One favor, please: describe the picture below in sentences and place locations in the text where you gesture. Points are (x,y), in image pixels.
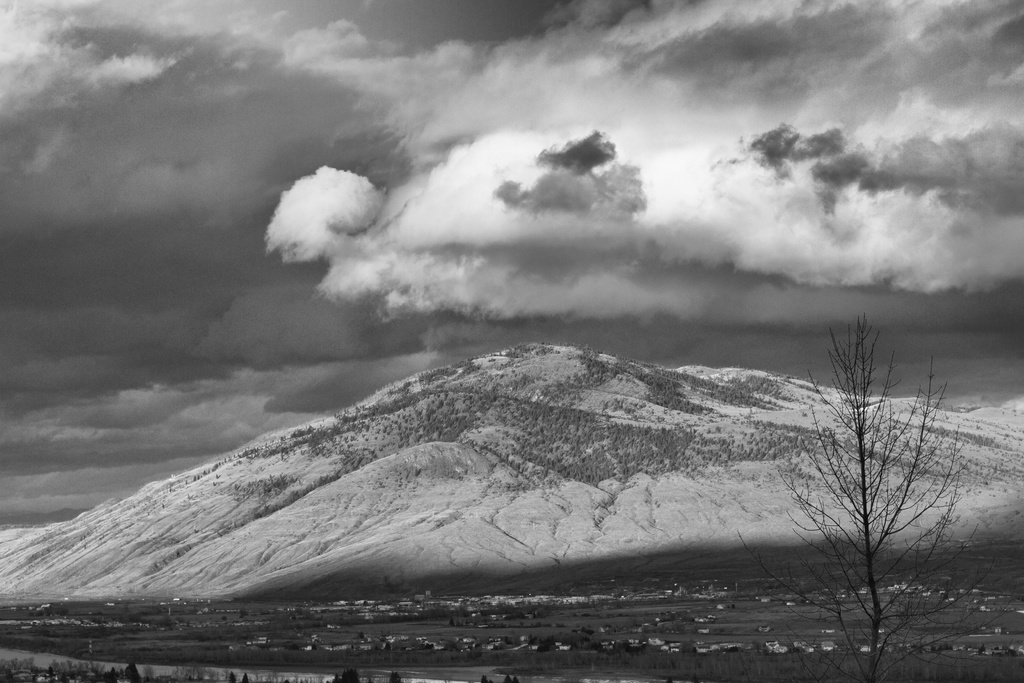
In the image we can see a mountain (535,419), many buildings (731,645), trees (533,436) and a cloudy sky (431,237).
